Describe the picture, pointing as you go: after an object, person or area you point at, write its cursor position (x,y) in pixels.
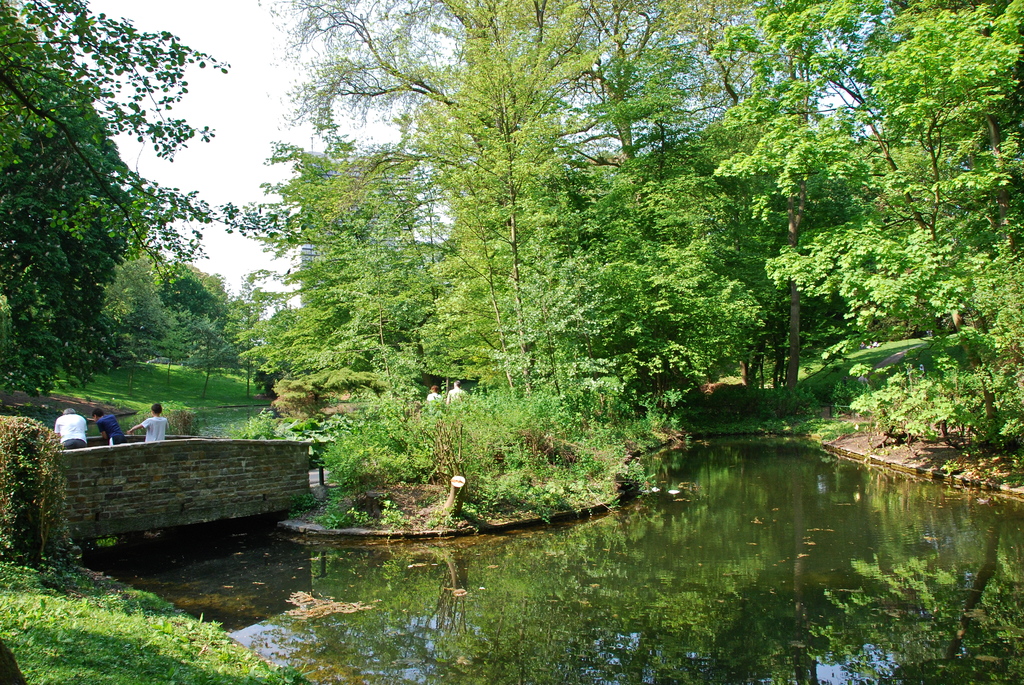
In this image there is water (671,538). Also there is a bridge (123,487). On the bridge (94,438) there are three persons (80,432). And there are many trees (382,321). In the back (227,176) there is sky (231,185).
